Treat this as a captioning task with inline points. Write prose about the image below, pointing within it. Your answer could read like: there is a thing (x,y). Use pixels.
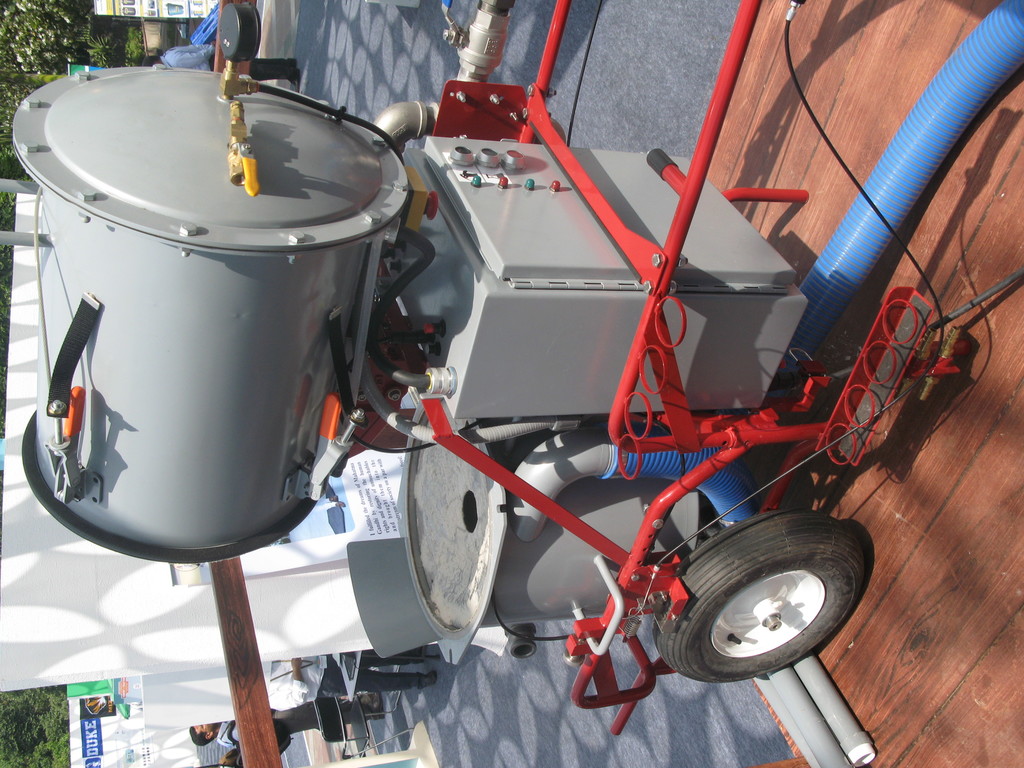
In this image we can see a vehicle (701,579) placed on the surface (802,484) containing a tire (711,666), containers (146,424), pipe (747,497), some wires (807,458) and buttons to it. On the backside (278,726) we can see some chairs (344,728), banners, some people (284,707) and a group of trees (25,695).
